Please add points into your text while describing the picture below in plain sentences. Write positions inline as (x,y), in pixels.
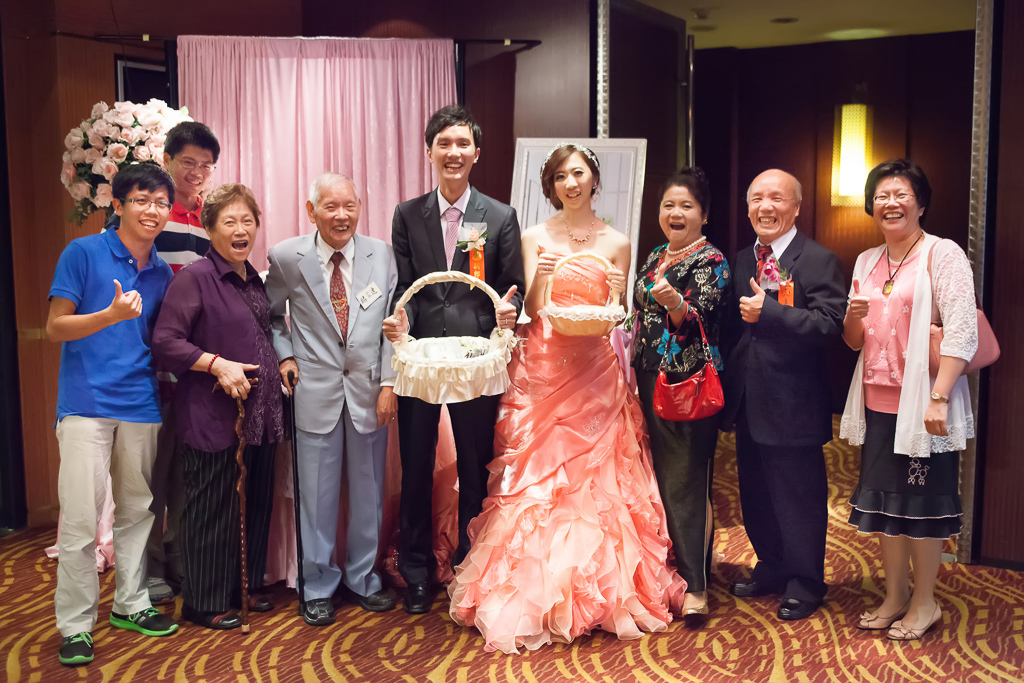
In the image there is a bride couple (470,189) standing in middle (592,424) holding a basket (452,346) with old people (294,319) standing on either side of them on a carpet (123,651), behind them there is a curtain (345,143) with a flower vase (175,109) behind it, this is clicked inside a room (1013,519).
